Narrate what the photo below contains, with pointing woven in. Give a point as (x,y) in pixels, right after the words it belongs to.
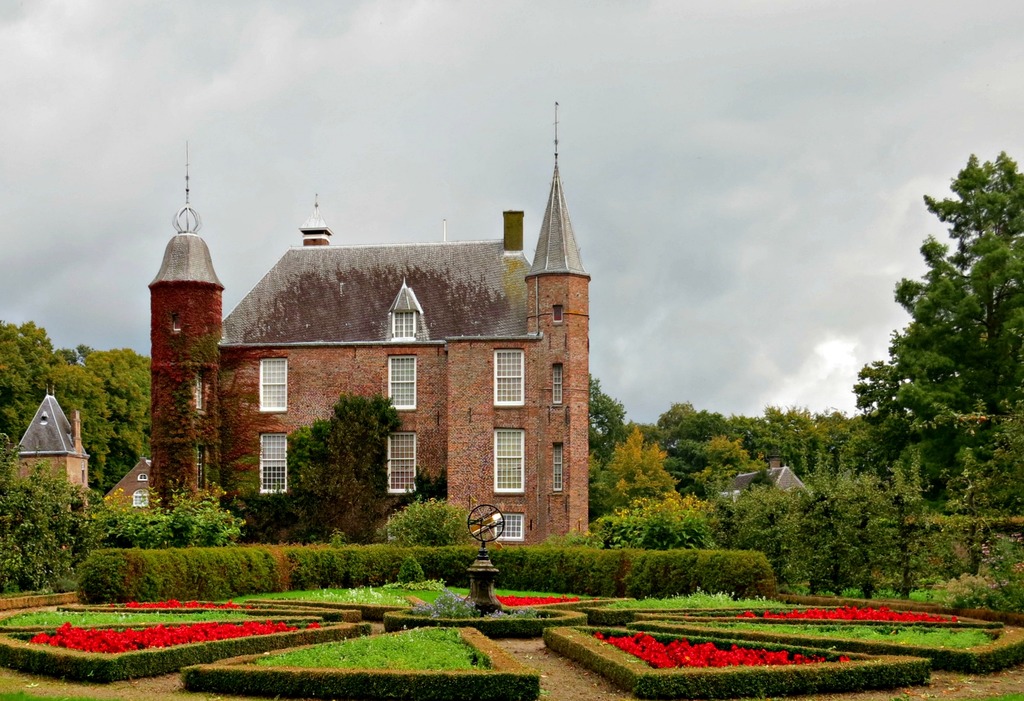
In this image I can see flowers (550,596), bushes (544,582), number of trees (989,370), few buildings (309,329), windows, clouds (146,110) and the sky (616,227).
